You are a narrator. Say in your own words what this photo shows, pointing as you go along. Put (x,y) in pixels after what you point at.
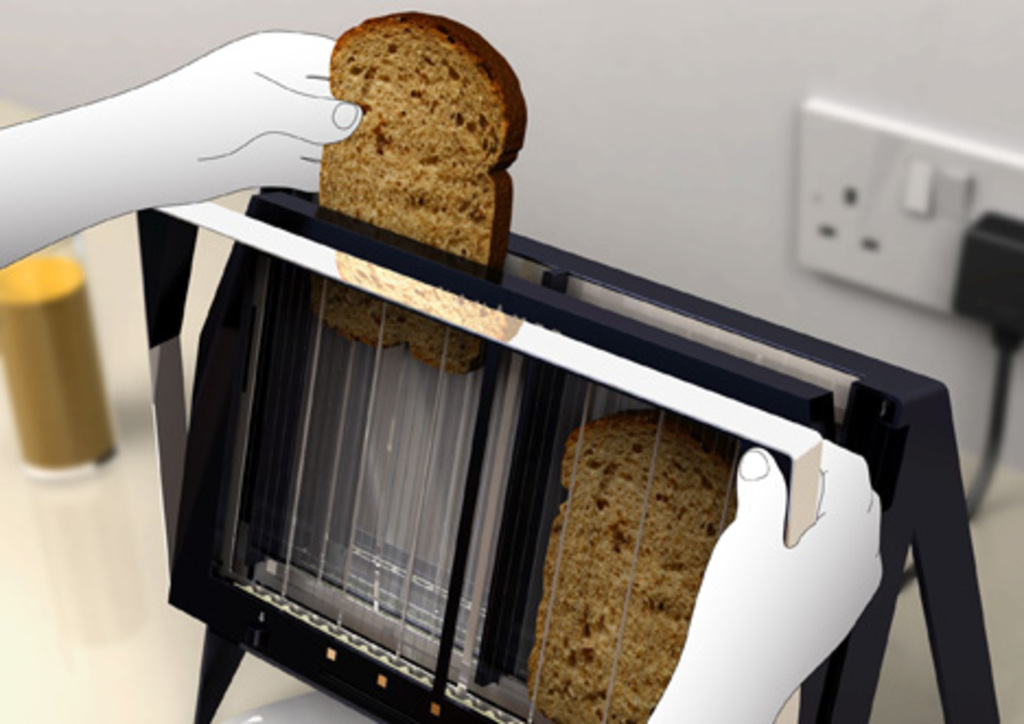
In this image we can see a bread toaster (450,464). In the back (548,162) there is a wall (573,147) with a socket (928,207). In the back (652,92) there is a wall (686,179) with a socket (869,176). Also we can see animated hands (717,564) holding the toaster (540,461) and bread (378,158). In the back (50,365) there is a glass object (55,363) with some item (73,352).
